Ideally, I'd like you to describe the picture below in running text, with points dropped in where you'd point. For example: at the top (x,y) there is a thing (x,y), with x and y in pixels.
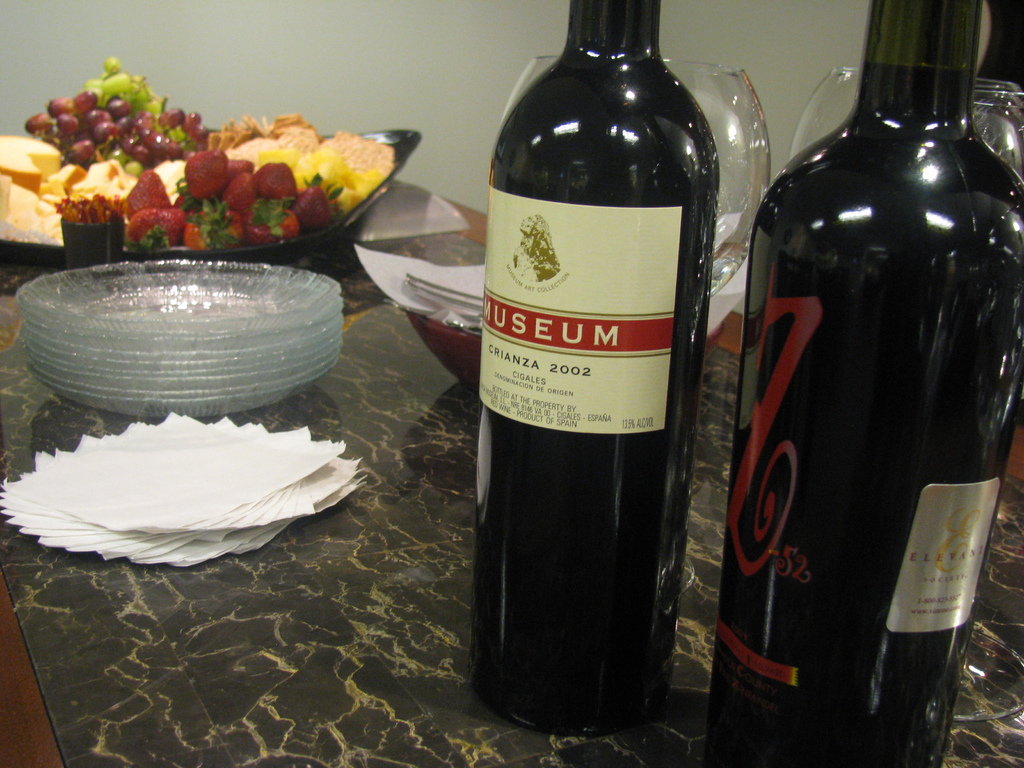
In the image we can see there is table (1007,552) on which there are two wine bottles (959,565) and wine glasses (1010,132). There are plates (254,383), tissue papers (246,447) and in a bowl (335,185) there are food items (219,187).
